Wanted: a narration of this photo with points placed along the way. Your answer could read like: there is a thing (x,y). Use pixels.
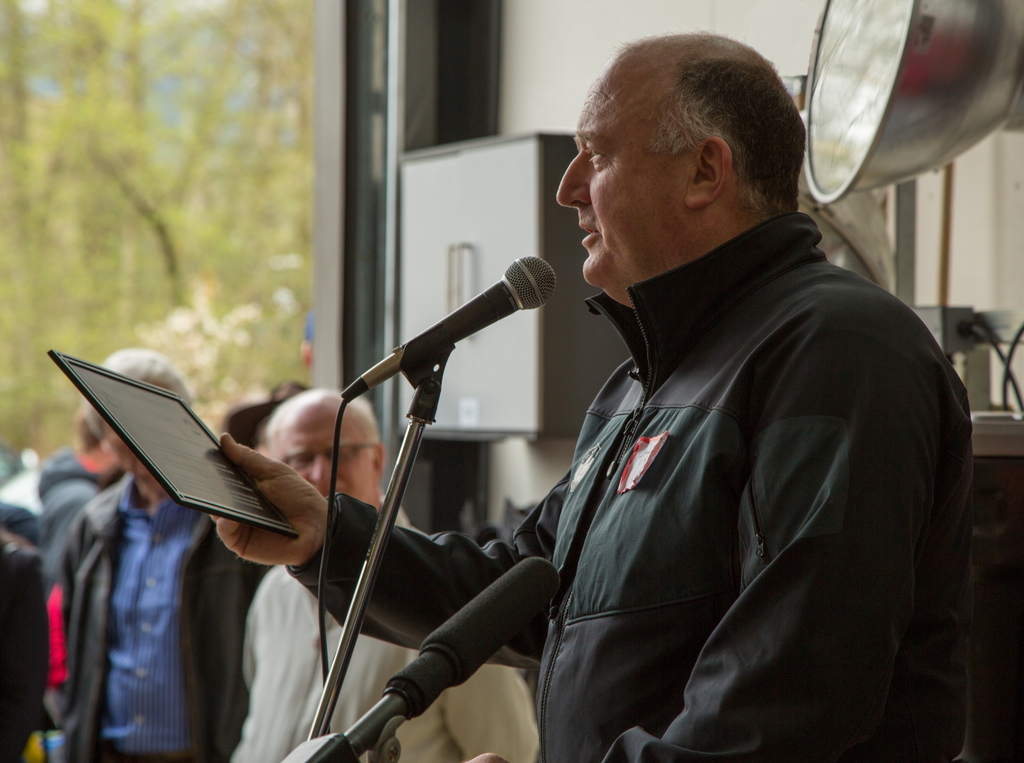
In this picture there is a man (741,480) on the right side of the image (784,348), by holding a small board (168,440) in his hand (226,443) and there are mics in front of him and there are other men (164,583) on the left side of the image (301,662), there is a glass window (304,68) on the left side of the image (252,232) and there are trees (157,215) outside the window (156,254).
